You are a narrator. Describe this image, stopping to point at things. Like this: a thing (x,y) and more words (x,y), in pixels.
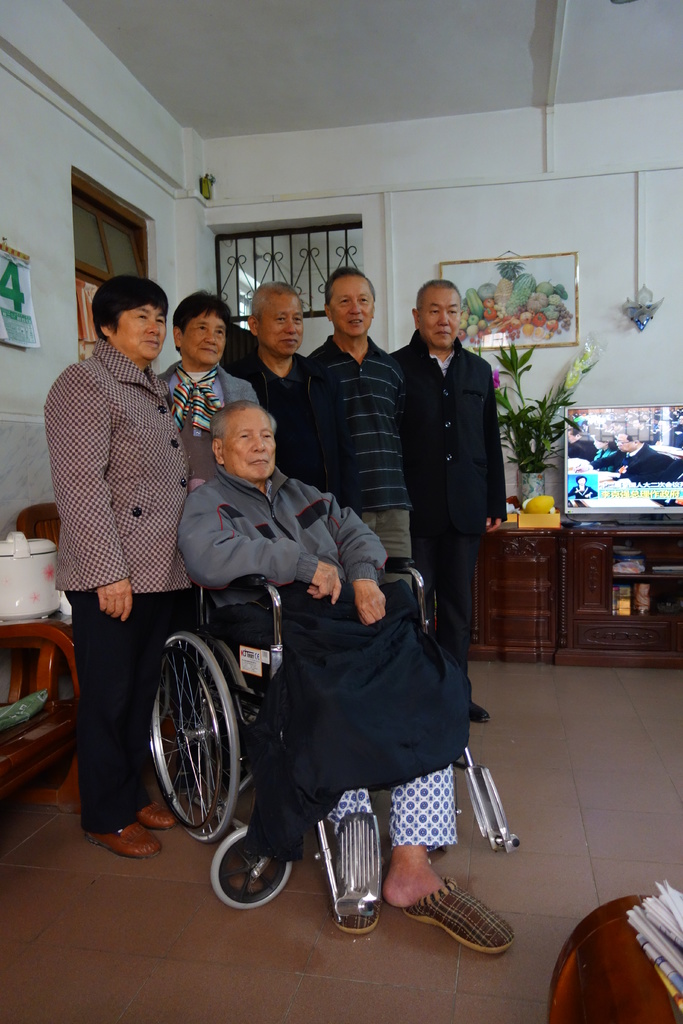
In this image there are group of people (365,571). One person (322,530) is sitting on the chair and five persons (274,357) are standing behind the person (400,815). At the left (17,320) there is a calendar (28,281) on the wall (45,276) and at the back (565,502) there is a television (621,479), plant (540,485) on the desk (591,608) and at the top (578,285) there is a photo frame (578,291) on the wall (607,366).
